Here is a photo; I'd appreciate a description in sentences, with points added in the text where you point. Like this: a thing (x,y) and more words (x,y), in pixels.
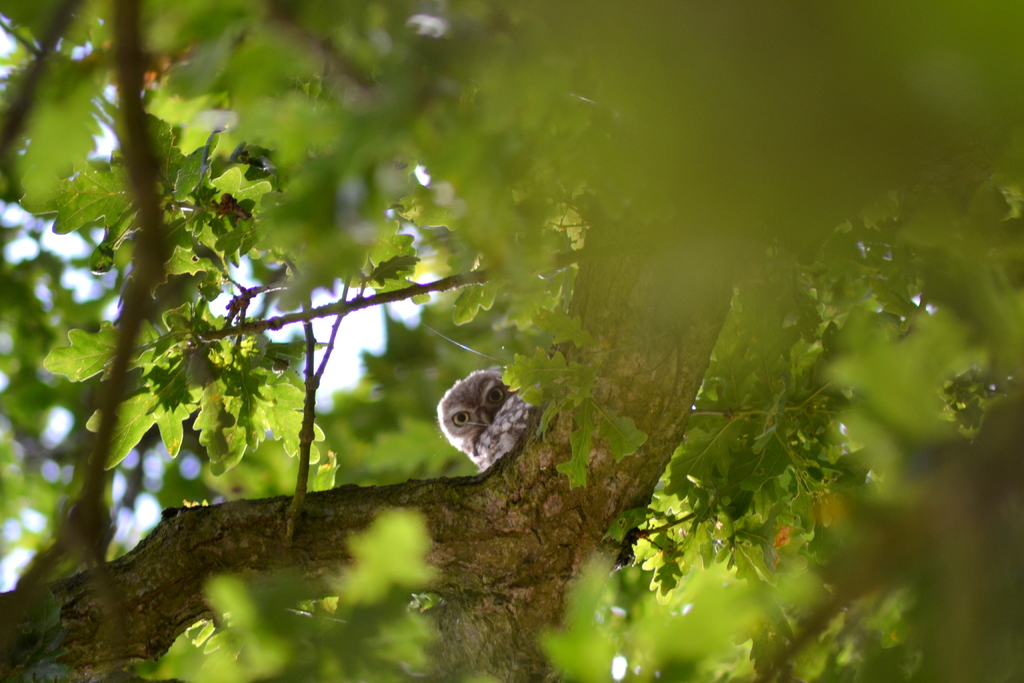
In this image, I can see an owl (485,464) on the branch (531,499). This is the tree (846,296) with leaves (825,556) and branches (351,537).
